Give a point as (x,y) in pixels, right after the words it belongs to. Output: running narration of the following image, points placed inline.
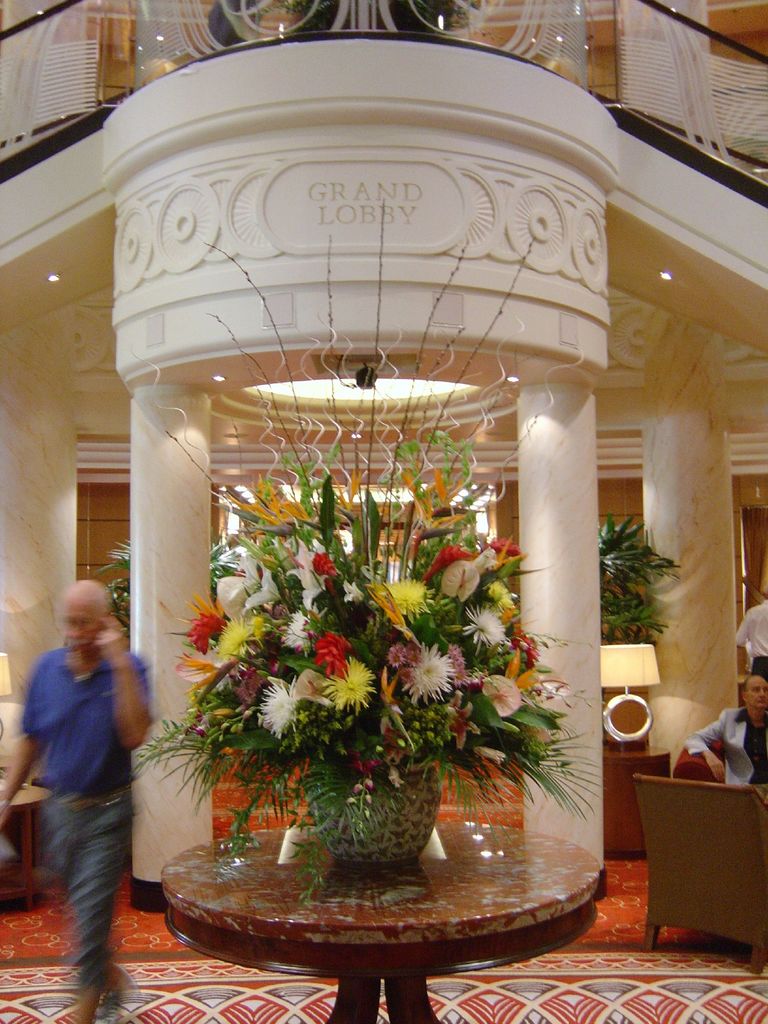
In this picture I can see the inside view of a building (2,381), there is a flower vase (423,781) on the table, there is a chair (746,892), there are lamps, house plants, lights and there are few people (38,681).
